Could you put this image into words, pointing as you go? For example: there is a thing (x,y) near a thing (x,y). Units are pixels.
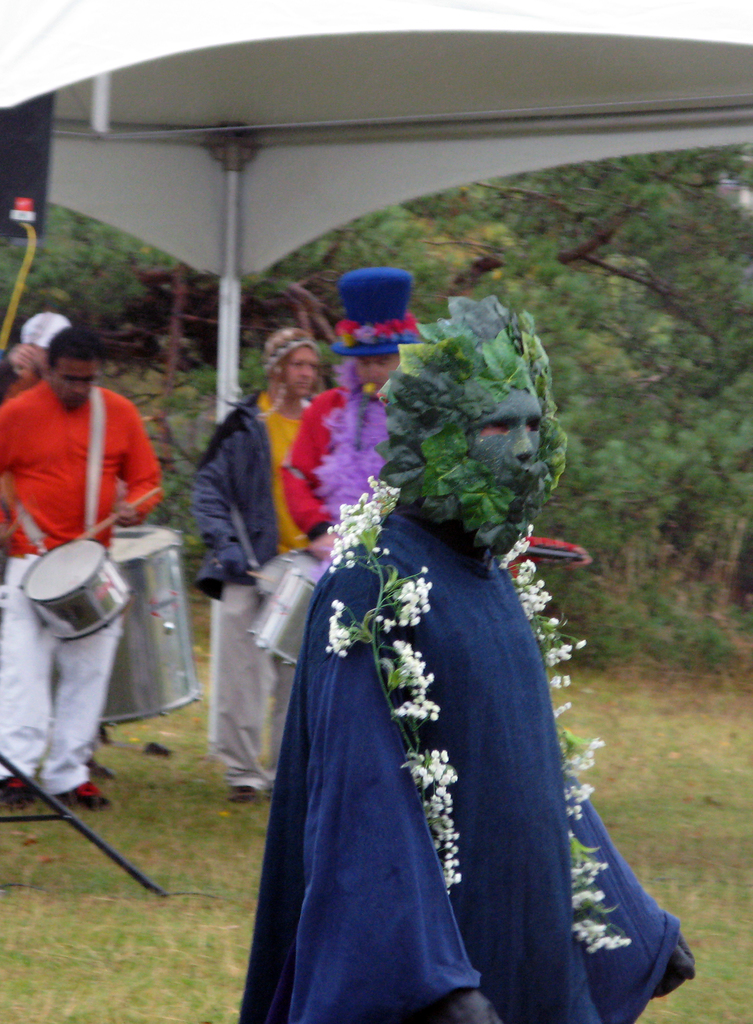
In this image there is a man (530,679) with a mask (459,438) and a garland (369,618). At the background (281,532) there are people (101,480) who are playing musical instruments (169,649) like drums (143,568) under the tent (219,93). To the right side (693,281) we can see the trees (593,281). At the bottom (670,708) there is a grass (691,857).
